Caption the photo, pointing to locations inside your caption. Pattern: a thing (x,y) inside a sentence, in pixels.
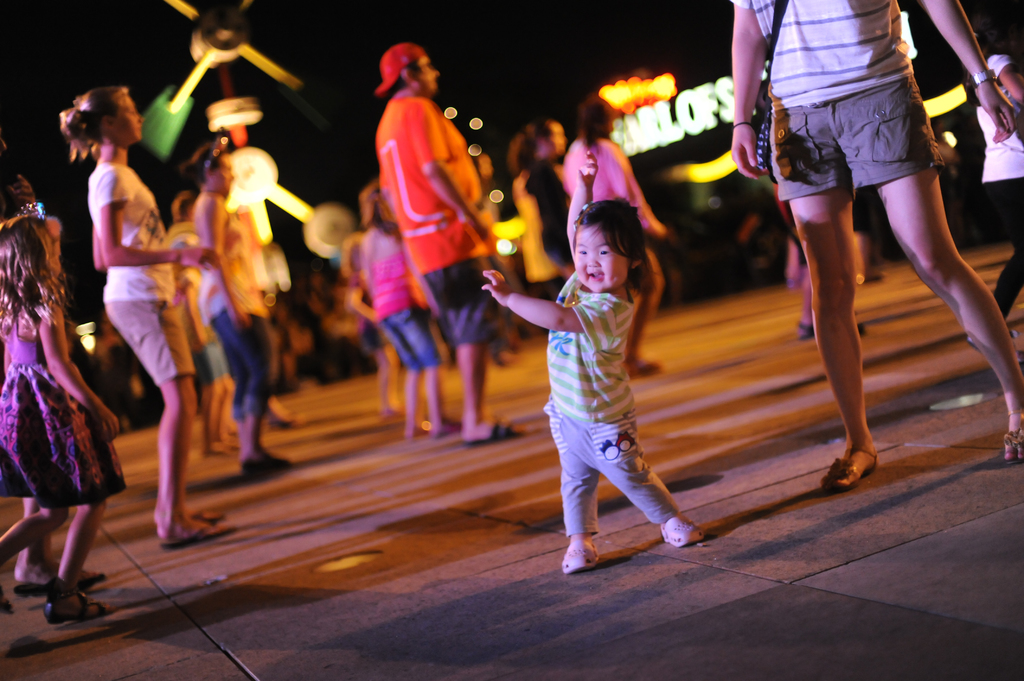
In this image there is a kid (600,439) dancing on a floor (287,588), in the background (175,328) there are people (160,254) dancing and it is blurred.
